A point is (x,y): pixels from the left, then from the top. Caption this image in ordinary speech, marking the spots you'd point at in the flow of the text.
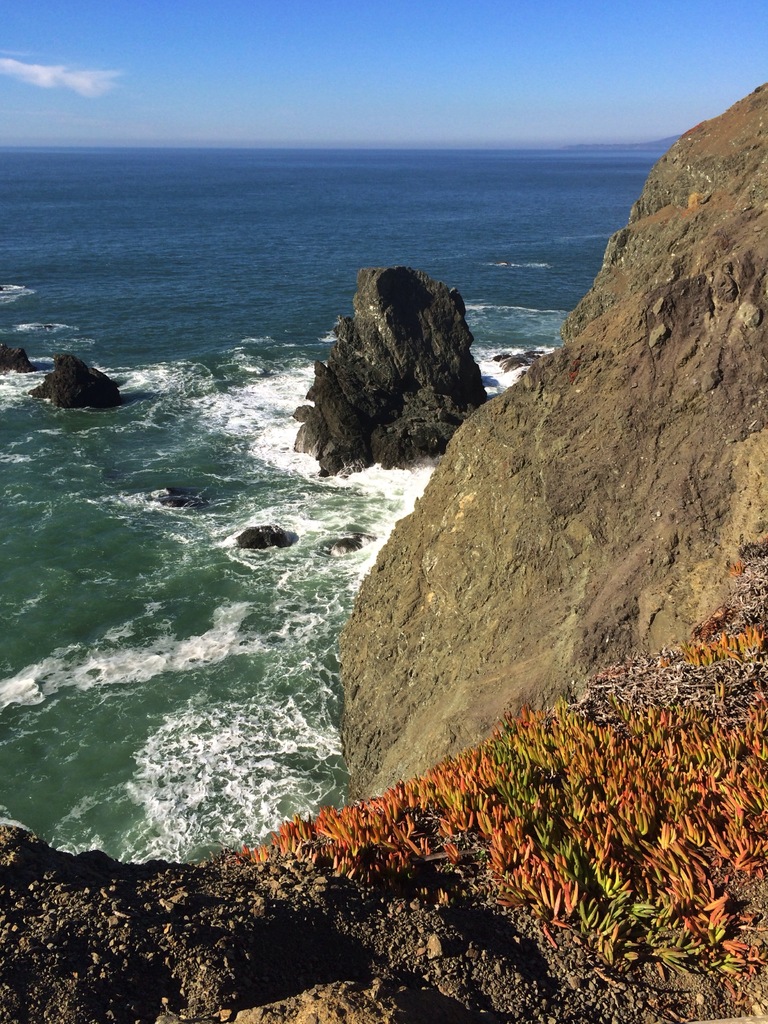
On the right side of the image (554,451) there are rocks (601,453) with small plants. There is water (212,423) with rocks (399,323) in it. At the top of the image (550,59) there is sky (419,81).
